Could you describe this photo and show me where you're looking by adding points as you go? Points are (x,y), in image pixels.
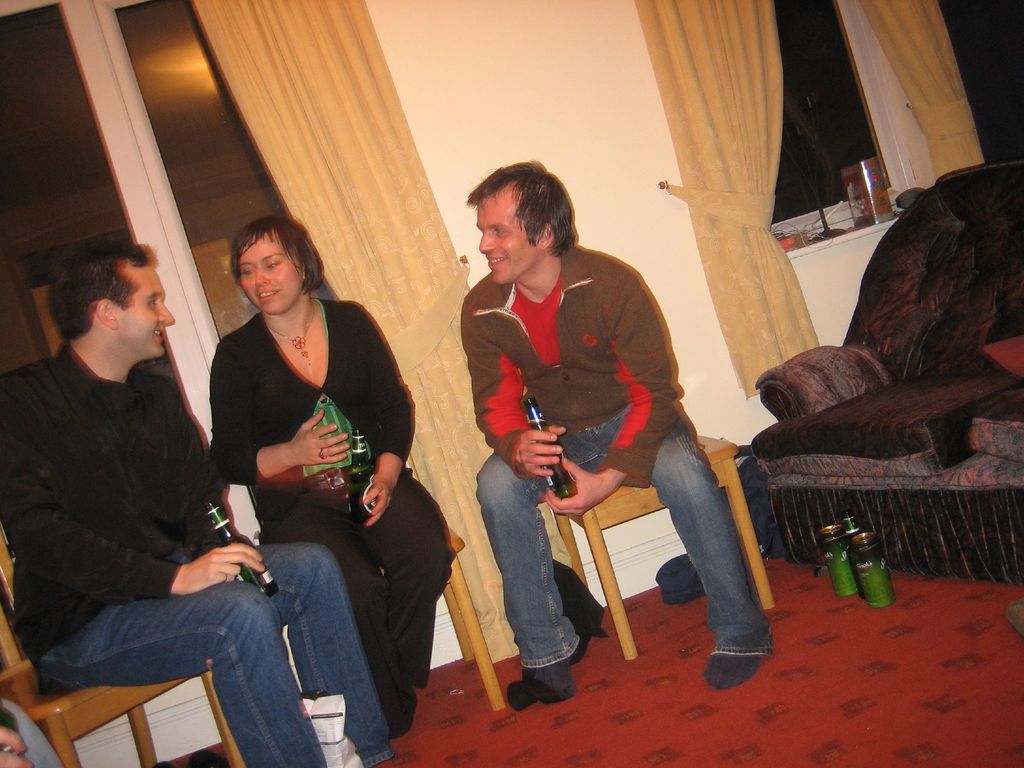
In this picture we can see two man (532,284) and woman (331,440) sitting on chair (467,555) holding bottles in their hands (284,462) and smiling and in background (36,132) we can see windows (826,85) with curtains (749,127), sofas (874,306), tins (859,543) on floor (787,578).
